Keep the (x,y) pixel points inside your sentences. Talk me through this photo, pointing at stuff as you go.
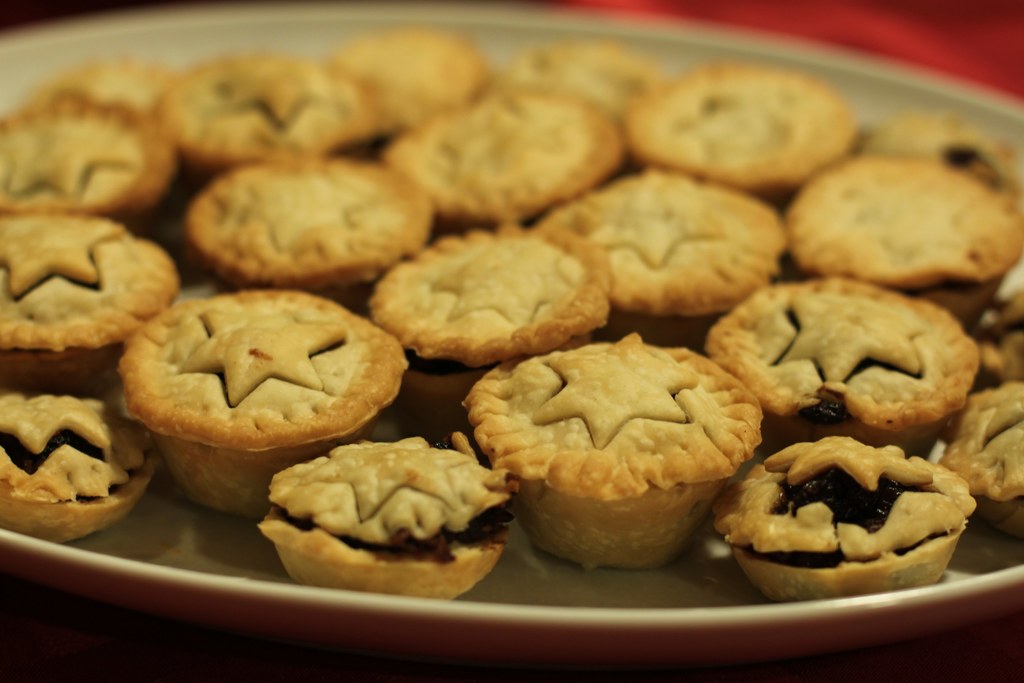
In this image we can see some pies (595,449) in a plate (531,615) which is placed on the surface (264,642).
